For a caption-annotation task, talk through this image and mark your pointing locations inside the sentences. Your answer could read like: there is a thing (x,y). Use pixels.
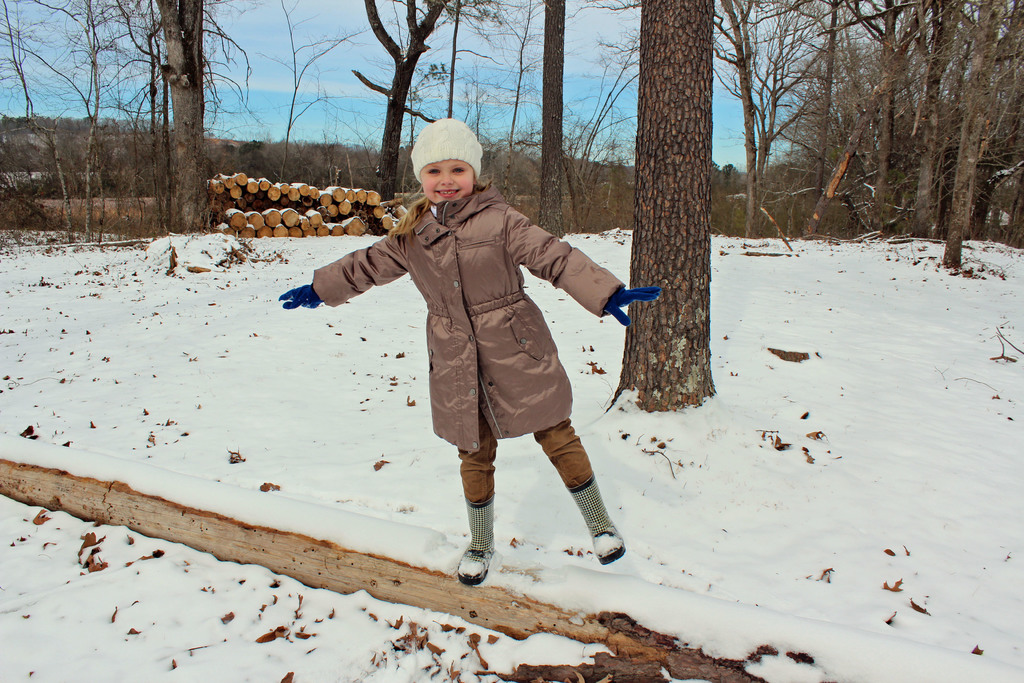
In this image we can see a child (492,372) standing on the snow (550,538). In the background (474,73) there are sky (568,78) with clouds (261,81), trees (931,121), logs (292,202) and snow (849,384) on the ground (400,406).
